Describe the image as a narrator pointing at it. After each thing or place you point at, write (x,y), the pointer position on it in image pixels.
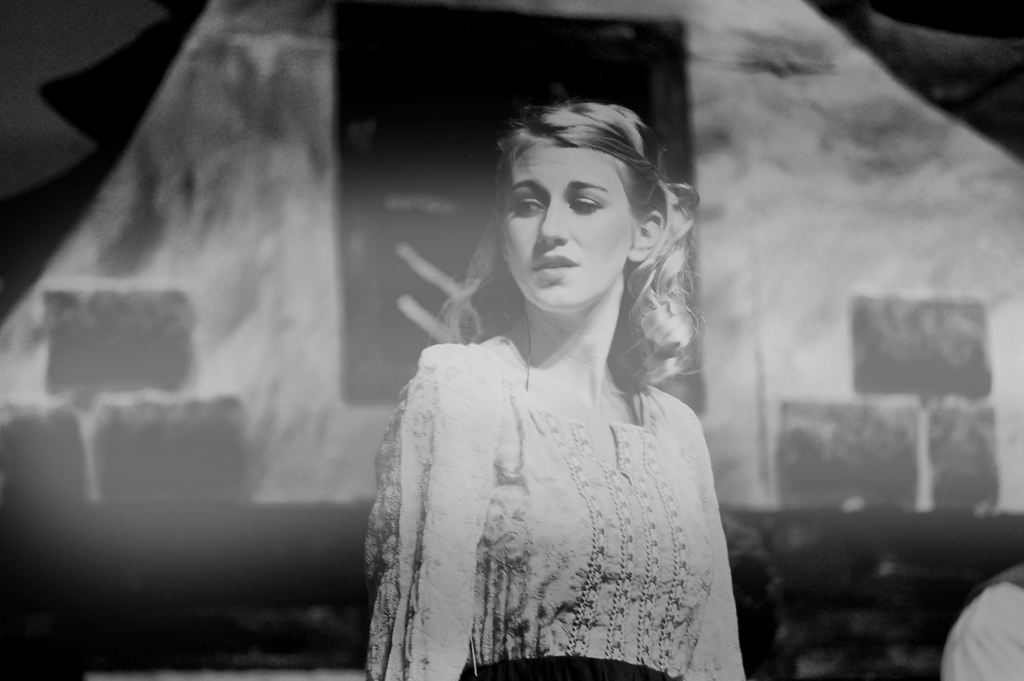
In the image we can see a woman (584,276) wearing a dress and the background of the image (177,293) is blurred.
